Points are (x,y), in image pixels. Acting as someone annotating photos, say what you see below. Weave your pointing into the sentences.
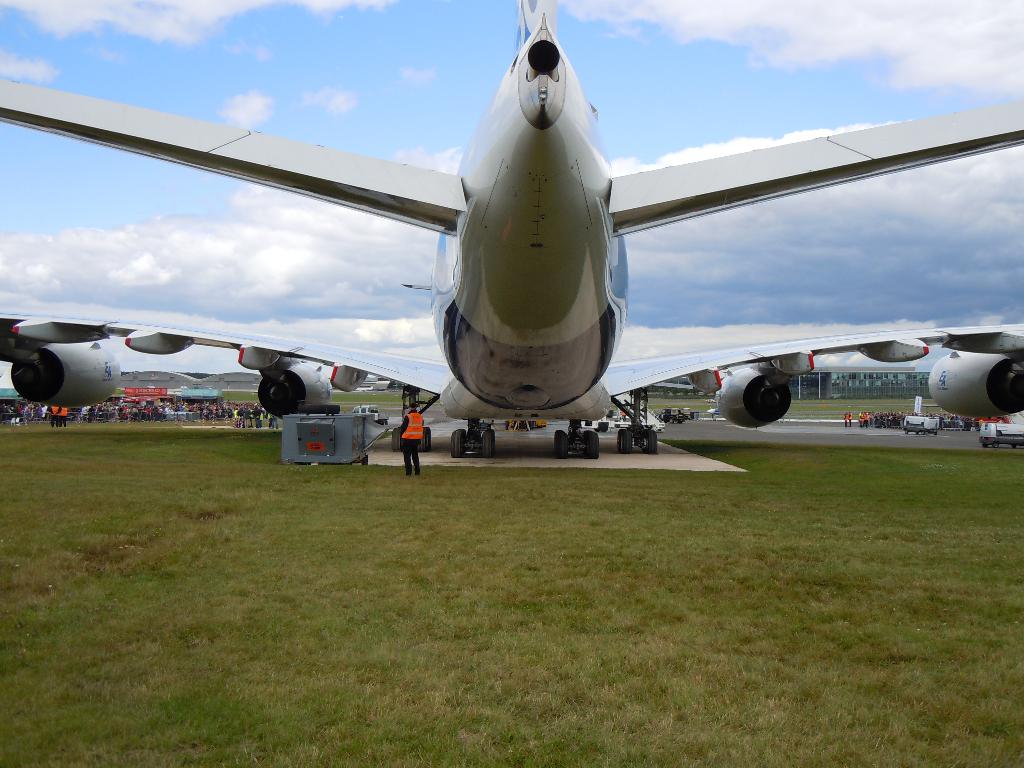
In this image we can see an aircraft (618,297). Behind the aircraft (444,387) we can see the vehicles (998,433) and persons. At the bottom (364,675) we can see the grass (491,659). At the top (309,243) we can see the sky (854,27).
